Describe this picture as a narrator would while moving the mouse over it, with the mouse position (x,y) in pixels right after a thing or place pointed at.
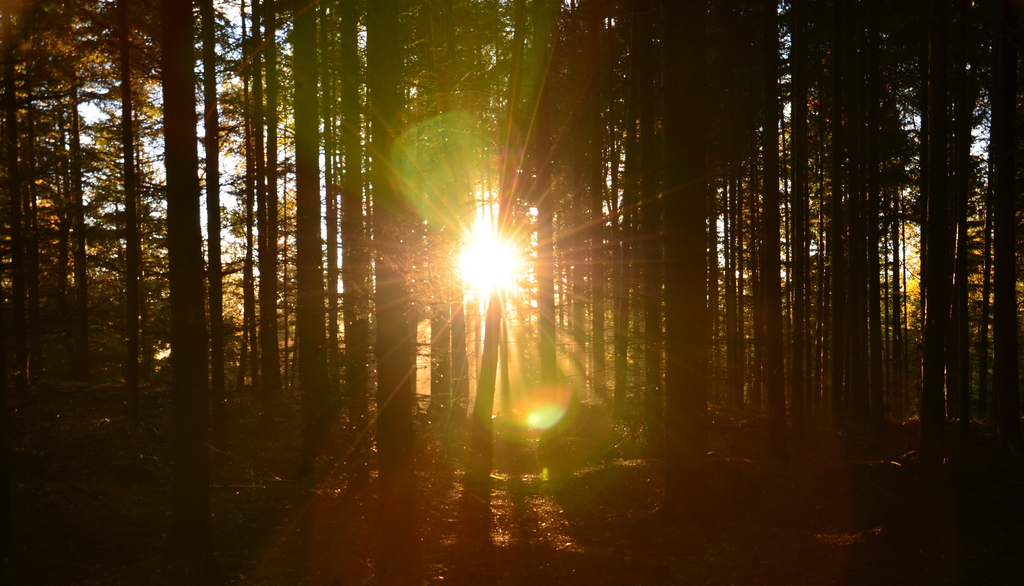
In this picture we can find few trees (341,187) and sun (514,249).
